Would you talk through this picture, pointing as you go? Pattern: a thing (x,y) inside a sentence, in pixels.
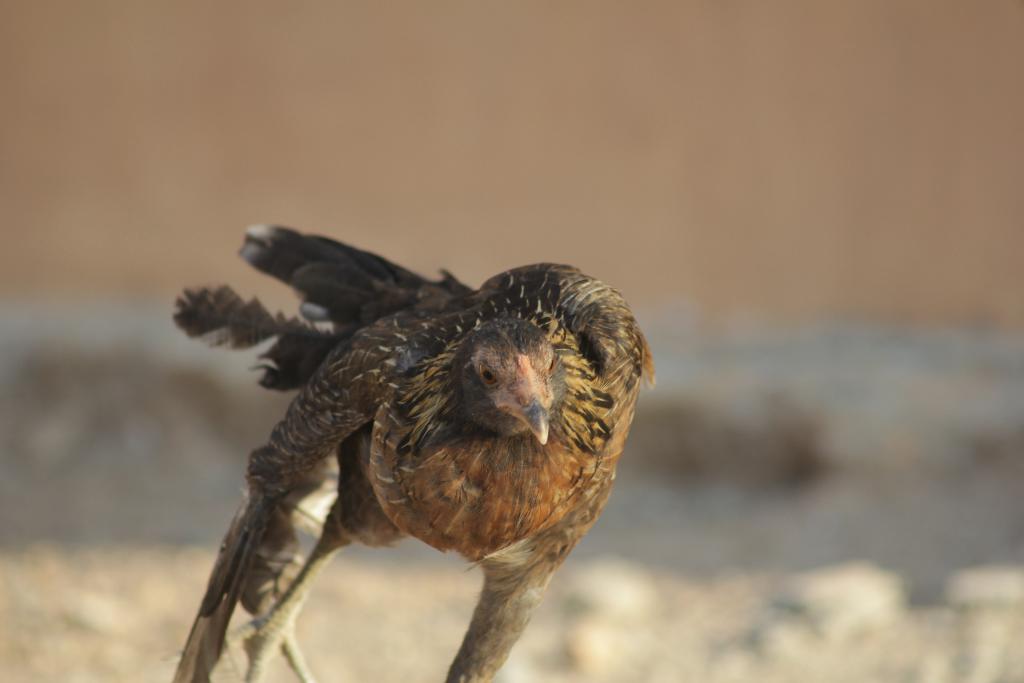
In this image we can see a bird (484,589). On the backside (639,250) we can see a wall (732,128).
